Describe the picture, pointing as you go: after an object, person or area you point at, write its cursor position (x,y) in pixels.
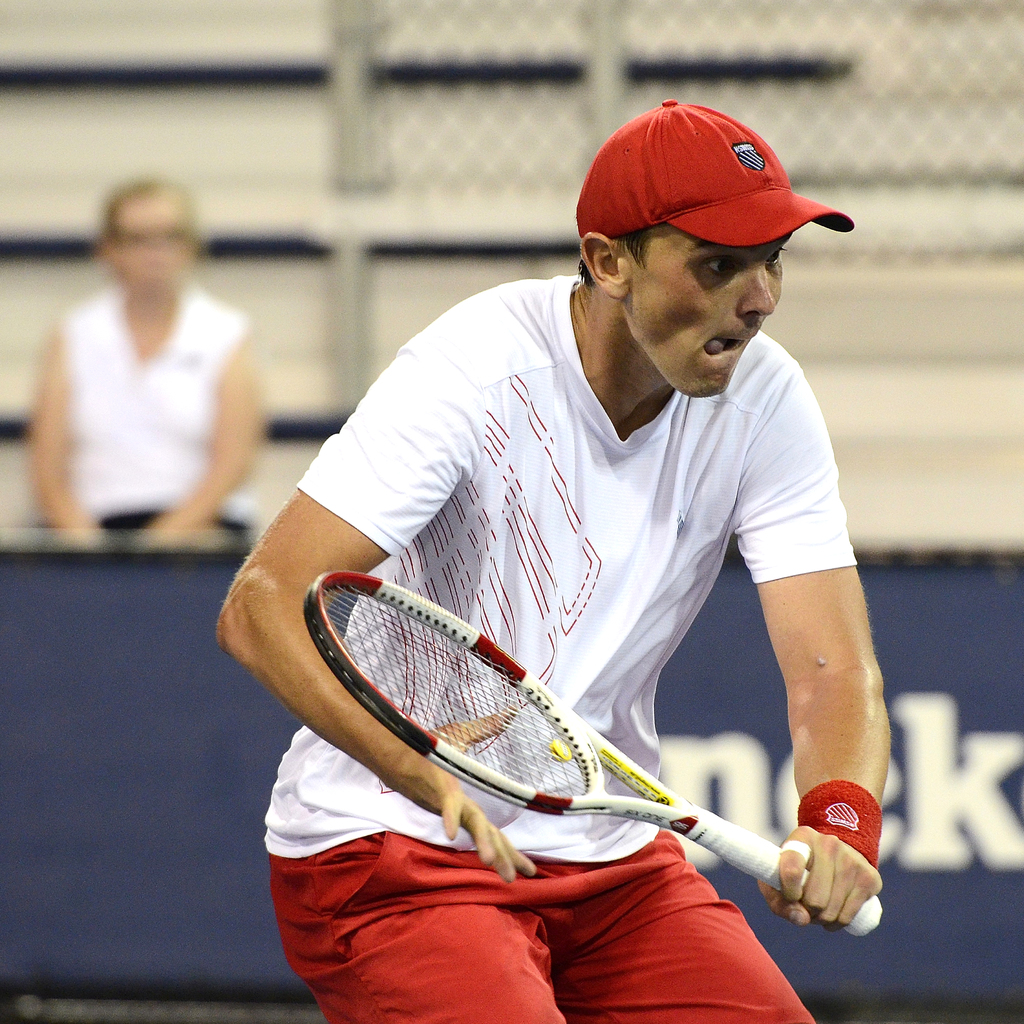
In this image a man (474,527) in the center (512,552) is holding a tennis racket (569,792) in his hand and wearing a red colour cap (684,170) on his head (703,129). In the background (242,727) there is a blue colour board (179,762) and a woman (170,463) is sitting.
